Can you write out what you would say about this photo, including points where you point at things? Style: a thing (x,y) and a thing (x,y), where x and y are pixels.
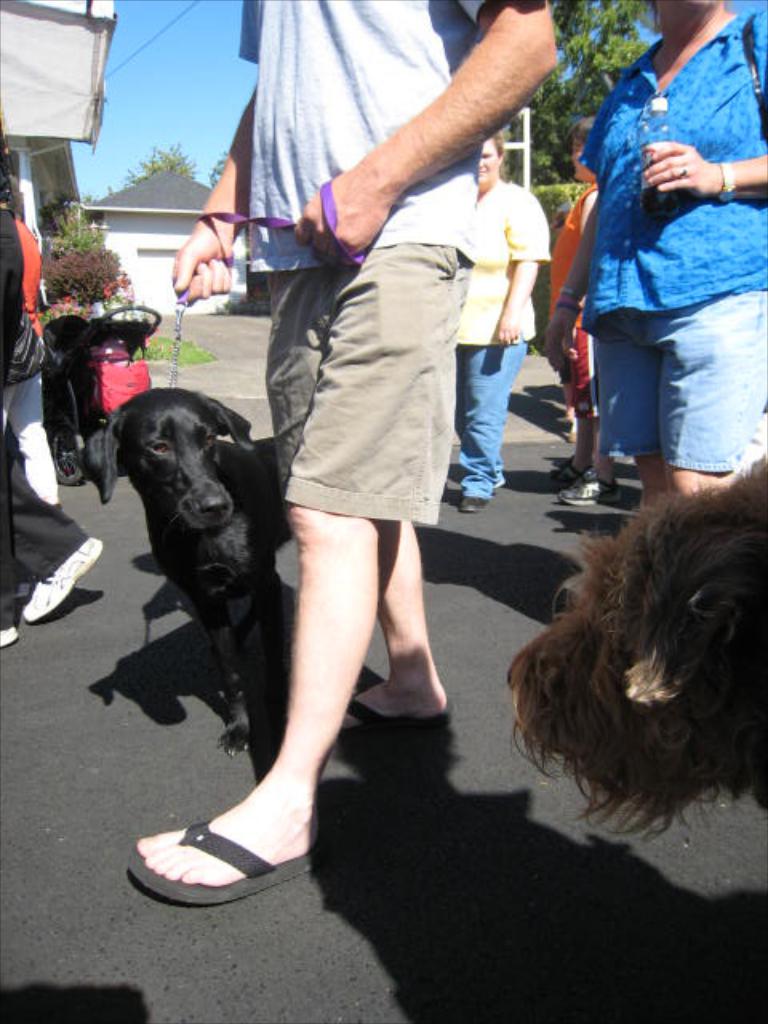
In this picture we can see a group of people (411,360) walking on road (288,619), dogs (213,464) with them and in background (74,192) we can see houses (137,198), trees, sky (177,108), wires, stroller (155,322).
